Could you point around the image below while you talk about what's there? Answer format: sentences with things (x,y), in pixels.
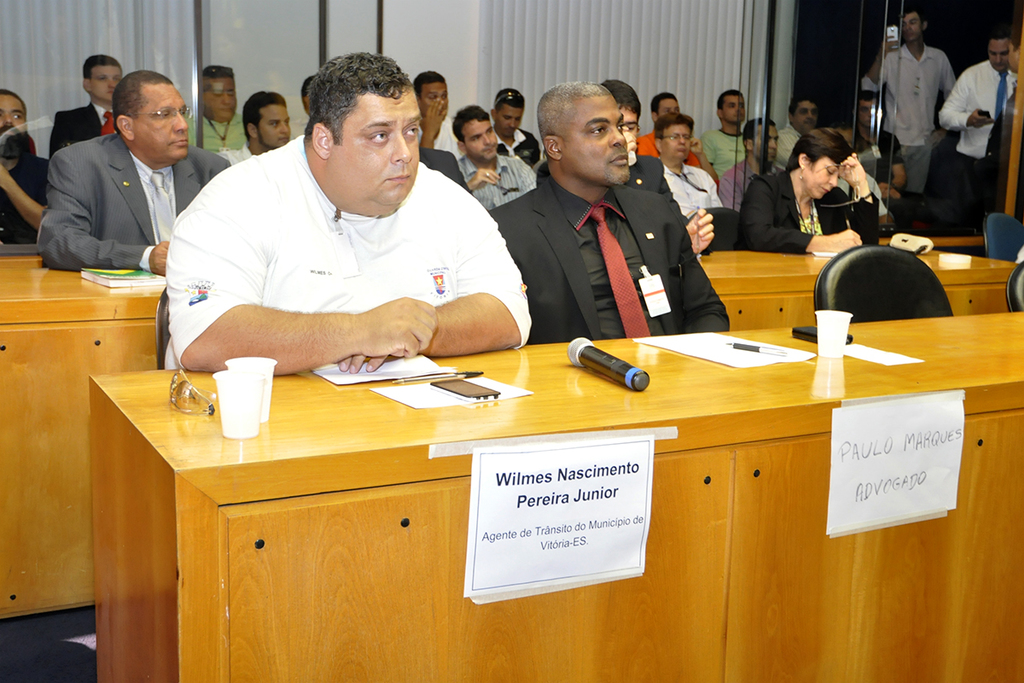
This photo is taken inside a meeting hall (386,527). We can many people (132,187) are sitting. In front of them there is a desk (777,473). In the desk (746,478) the nameplate (505,495) is pasted. On the table (629,407) we can see mic (611,367), paper (391,376), cup (246,398), glasses (206,410). In the middle (392,311) one person (251,253) is sitting who is wearing a white dress (321,279) beside him another person (581,257), he is wearing a black suit (522,225), red tie (623,276). On the right top corner (1013,162) we can see there is a door (886,99) And people (931,122) are standing with their phone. One person (901,97) is clicking photo.
